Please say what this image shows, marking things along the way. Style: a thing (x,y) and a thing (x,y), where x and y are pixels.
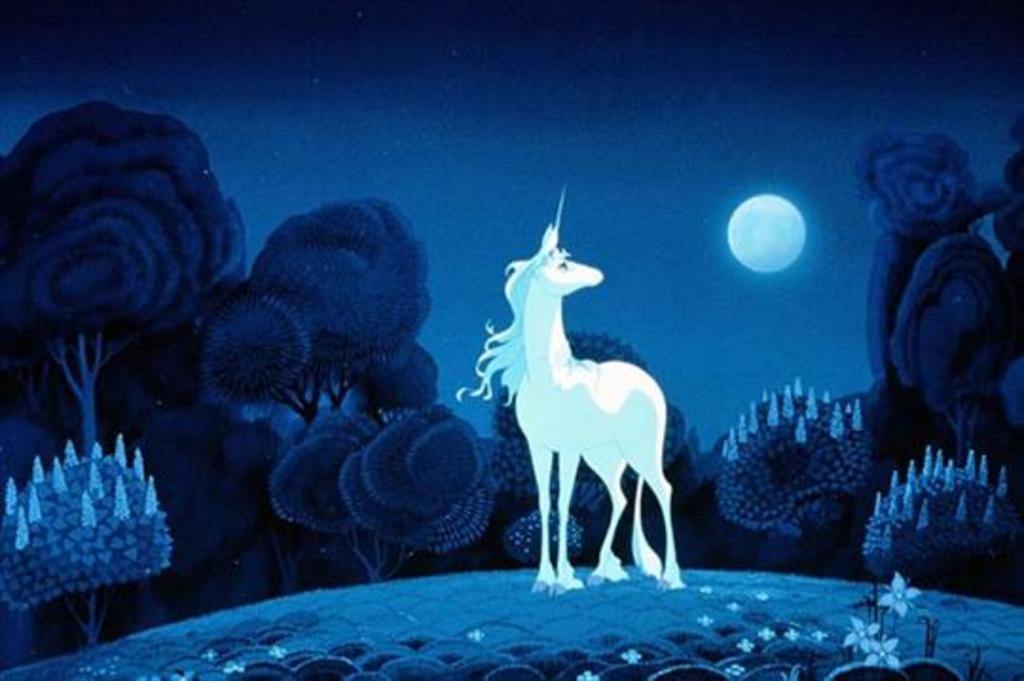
In this image I can see an animal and the animal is in white color, background (91,413) I can see few trees (299,486) and I can also see the moon (759,238) in white color.
